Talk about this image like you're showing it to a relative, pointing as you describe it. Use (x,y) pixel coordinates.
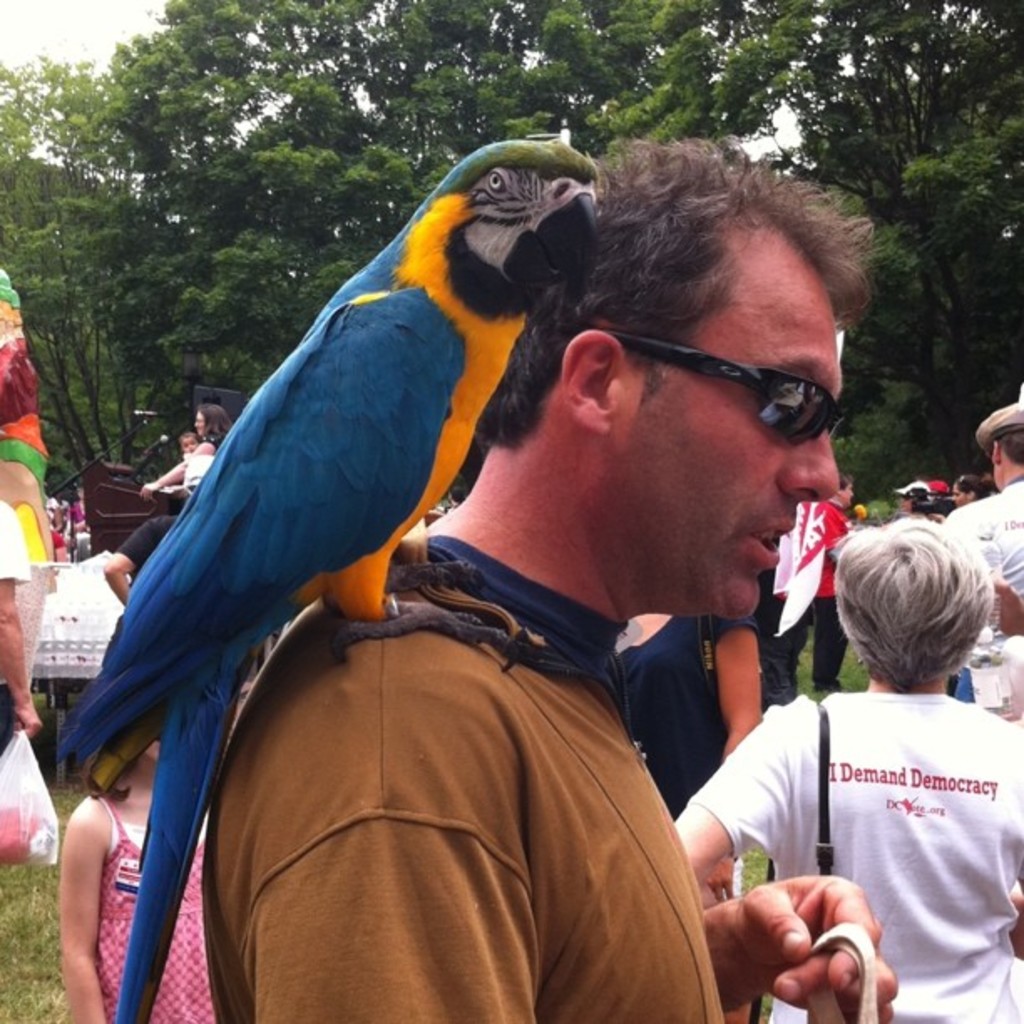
In this image, we can see a man (591,962). He is wearing a brown color T-shirt (601,885) and holding an object (851,943) in his hand (839,962). We can see a bird (445,263) on the shoulder (491,660) of the man (357,700). In the background (107,1010), we can see so many people (709,727), grassy land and trees (216,182). Behind the trees (202,93), we can see the sky (762,140).
